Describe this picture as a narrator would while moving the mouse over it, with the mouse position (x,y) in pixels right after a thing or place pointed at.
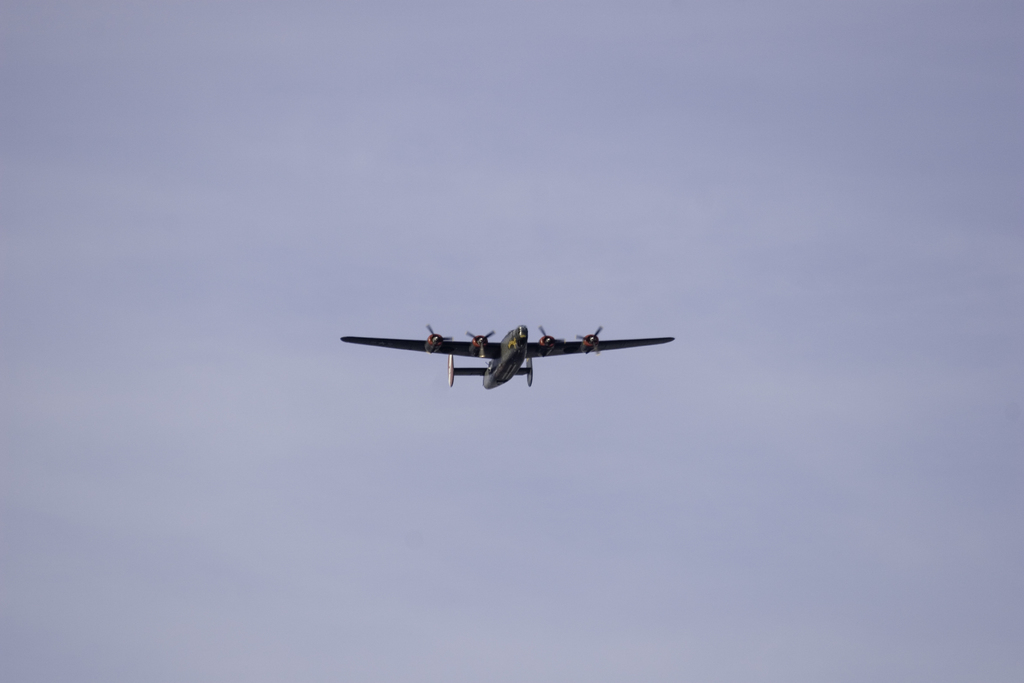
This image consists of a plane (526,350) flying in the air (585,359). In the background (390,146), we can see the sky (627,417).
